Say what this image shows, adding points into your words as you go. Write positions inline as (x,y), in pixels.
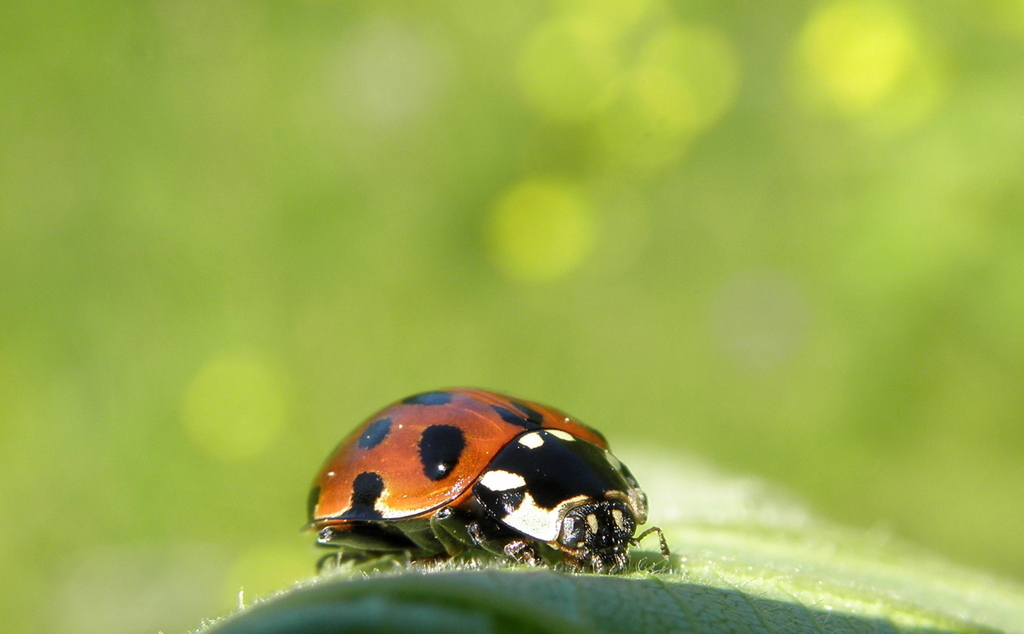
In this image there is a leaf (542,613) towards the bottom of the image (705,602), there is an insect (503,487) on the leaf (734,602), the background of the image (735,202) is green in color and blurred.
